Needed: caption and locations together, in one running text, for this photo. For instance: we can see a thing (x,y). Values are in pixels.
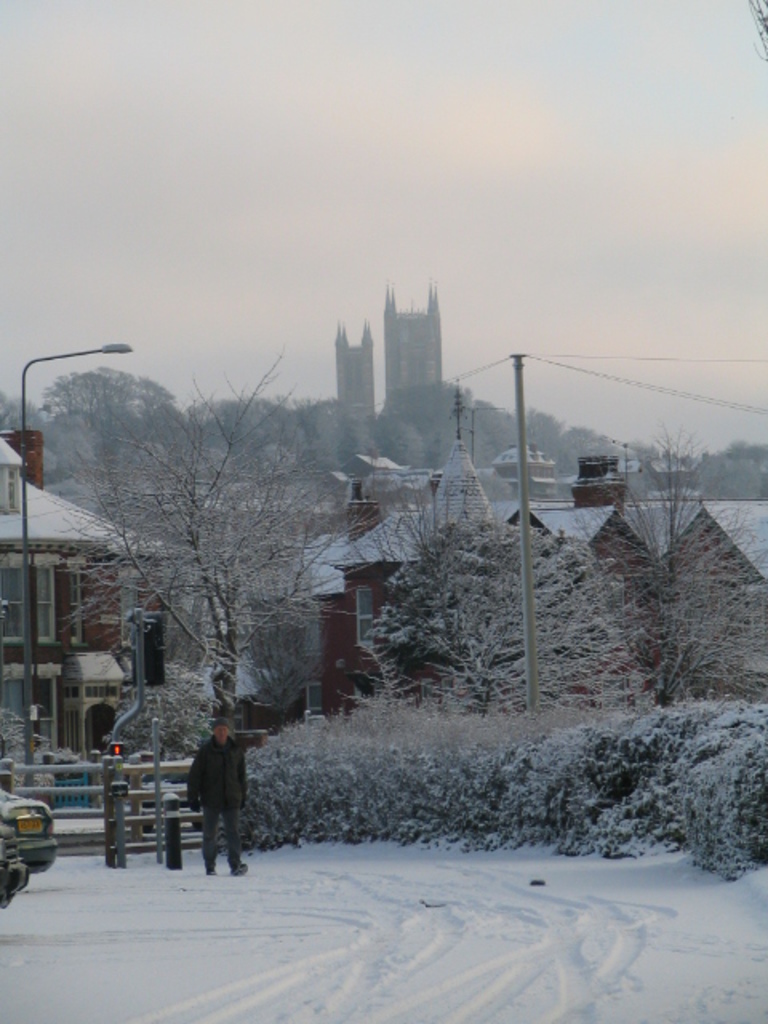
As we can see in the image there is a man (206,795) walking, snow (338,937), fence (72,826), plants (592,771), trees (517,568), current pole (530,530), street lamp (112,351), buildings (29,476) and sky (343,90).
